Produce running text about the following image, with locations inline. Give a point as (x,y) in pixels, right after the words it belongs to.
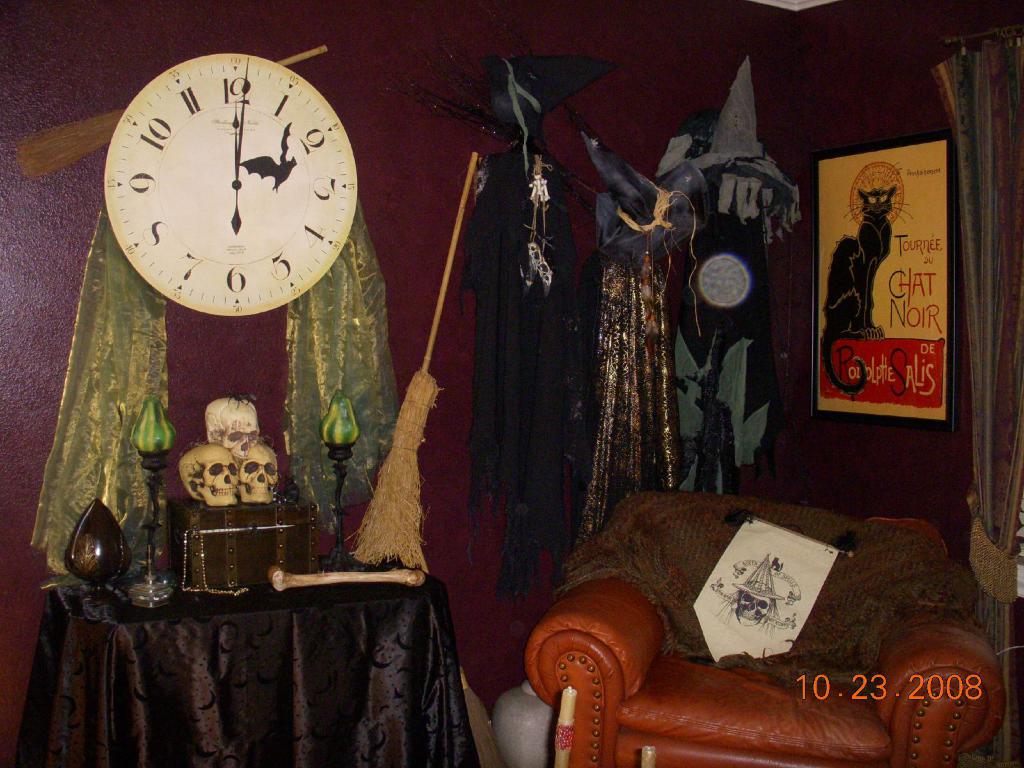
In this picture we can observe a wall clock (169,175) fixed to the maroon color wall (60,243). We can observe a broomstick (90,144). There are three skulls (216,465) placed on this box (233,530) on the table (213,632). We can observe a sofa (602,669). There are some costumes (637,431) hanged to the wall (850,458). We can observe photo frames (870,299) fixed to the wall (855,488). In the right side (984,171) there is a curtain (1000,278).
